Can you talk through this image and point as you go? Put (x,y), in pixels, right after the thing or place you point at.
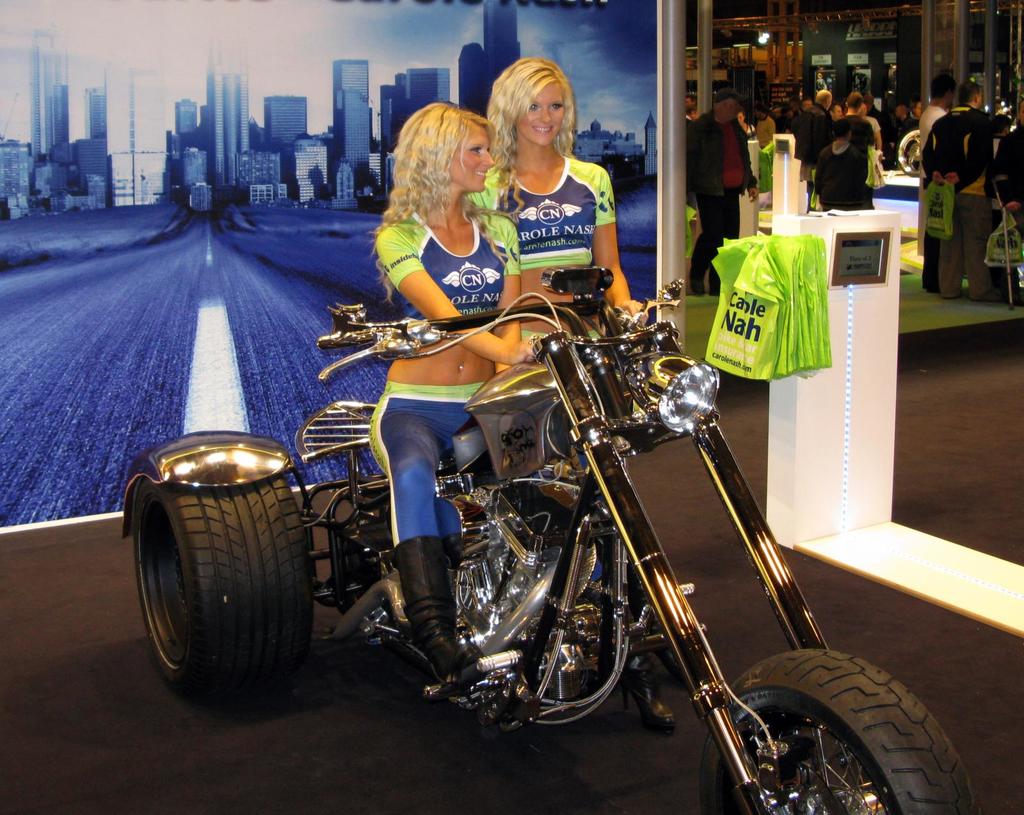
There are two women (460,247). One is sitting on a motor bike (492,428) and the other one is standing beside her. These are the green bags (786,302) which are hanging. At background (634,115) I can see a picture (224,223) of a road (51,284) with buildings poster (314,154). At right corner of the image (720,123) on the background (811,135) I can see a group of people (843,131) standing and watching.
